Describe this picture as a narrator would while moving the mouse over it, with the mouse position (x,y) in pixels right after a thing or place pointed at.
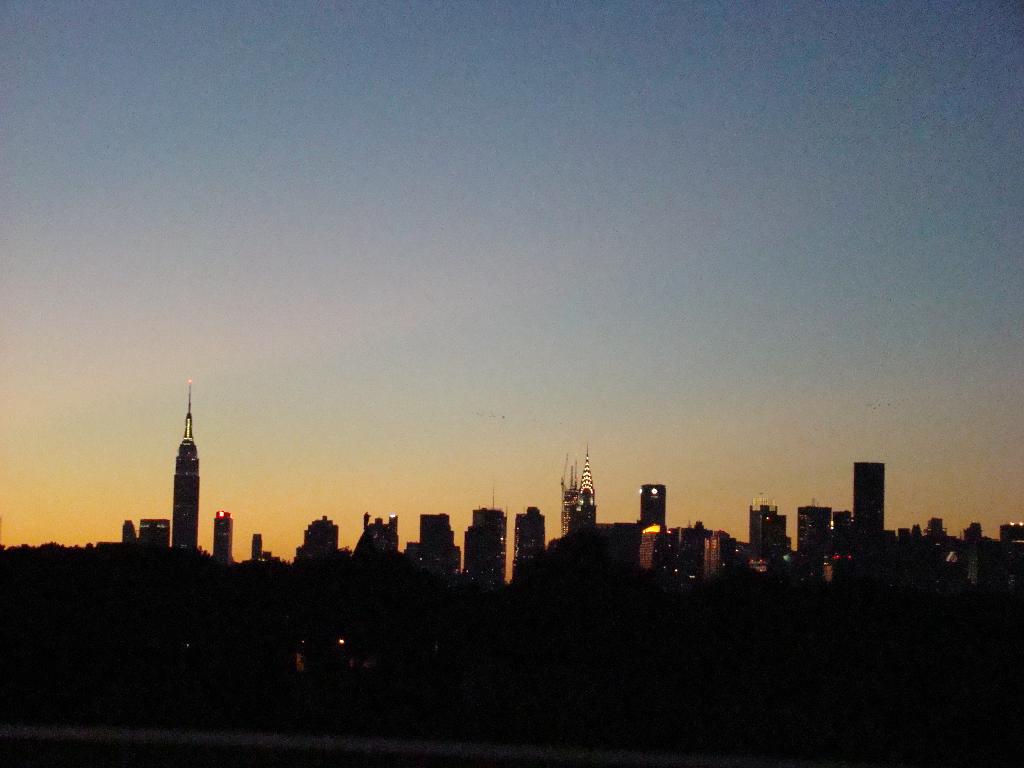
This is the dark picture of a place where we can see so many buildings (774,525) and trees (265,577).
